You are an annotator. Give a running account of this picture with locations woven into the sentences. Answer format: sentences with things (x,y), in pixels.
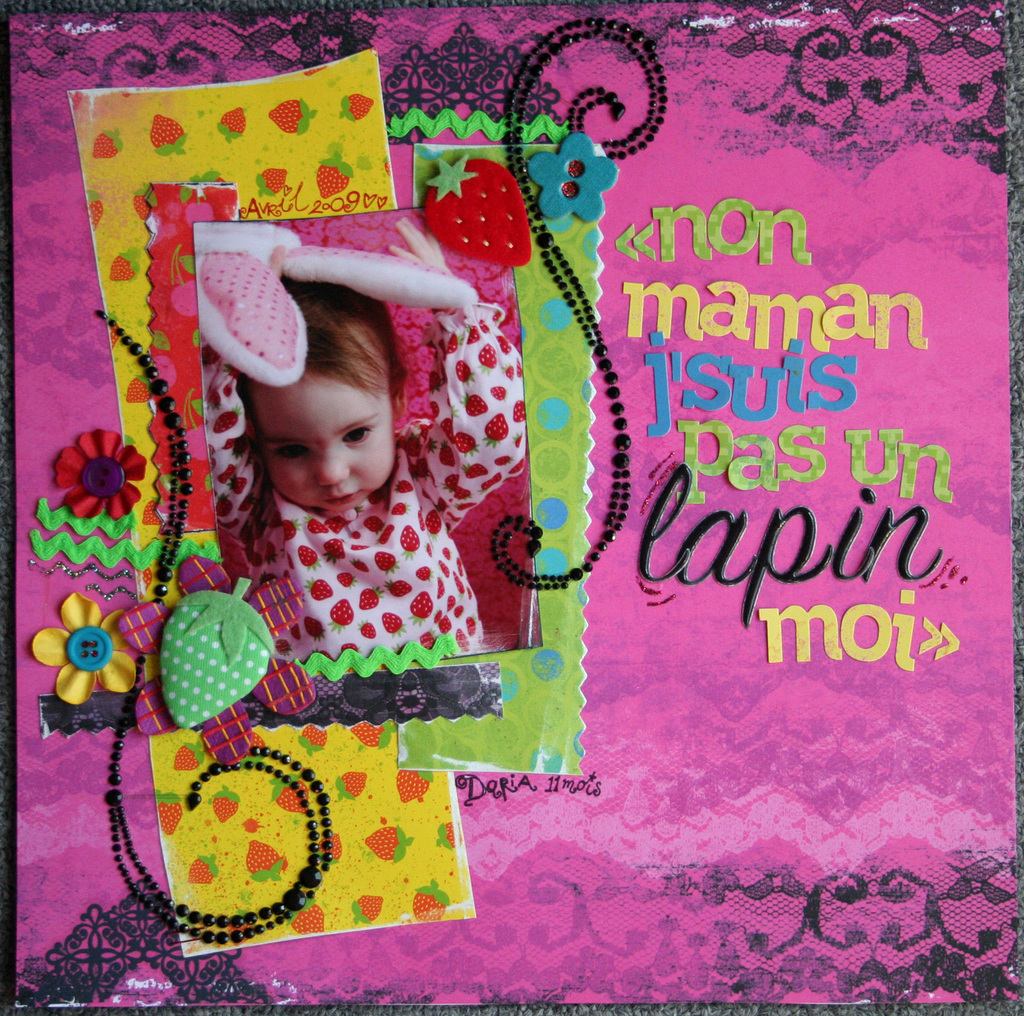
In this picture we can observe a greeting card (459,531) which is in pink color. We can observe green, yellow, blue and black color words (672,219) on this greeting card (501,182). There is a photo (379,416) of a baby (364,491) on this card (751,869).
